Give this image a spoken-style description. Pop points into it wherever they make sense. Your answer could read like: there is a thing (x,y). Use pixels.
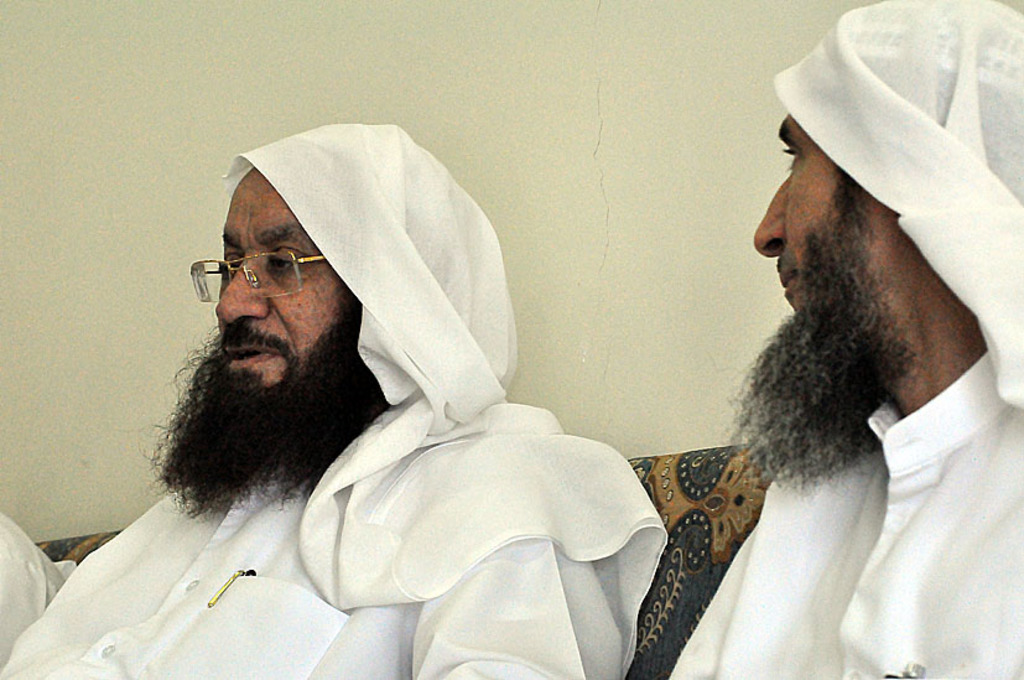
In this image in the foreground (475,427) there are two people (535,420) who are wearing headscarf (396,397), and one person (303,351) is talking and he is wearing spectacle (279,283) it seems that they are sitting in a couch (76,557) and on the left side (27,547) there is another person (21,561) and in the background (550,137) there is wall (163,180).
